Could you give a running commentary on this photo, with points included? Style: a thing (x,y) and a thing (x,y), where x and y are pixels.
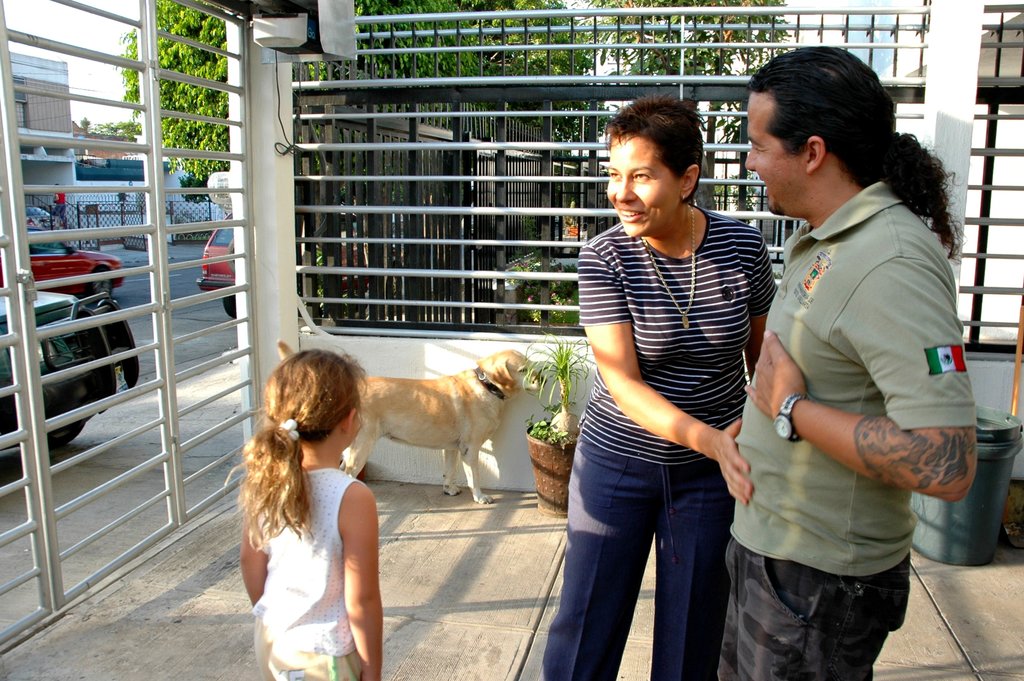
There is a woman (624,253) in a pant (641,521), smiling, standing and holding stomach (751,440) of a person (754,111) who is in a t-shirt (893,305), standing and smiling on the floor (488,618), near a girl (274,494). In the background (436,415), there is a dog (437,379), near gate (246,319), fencing (442,324) and a pot plant (575,370), there are vehicles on the road (181,285), there are buildings (19,108), there are trees (202,57) and there is sky (91,29).
